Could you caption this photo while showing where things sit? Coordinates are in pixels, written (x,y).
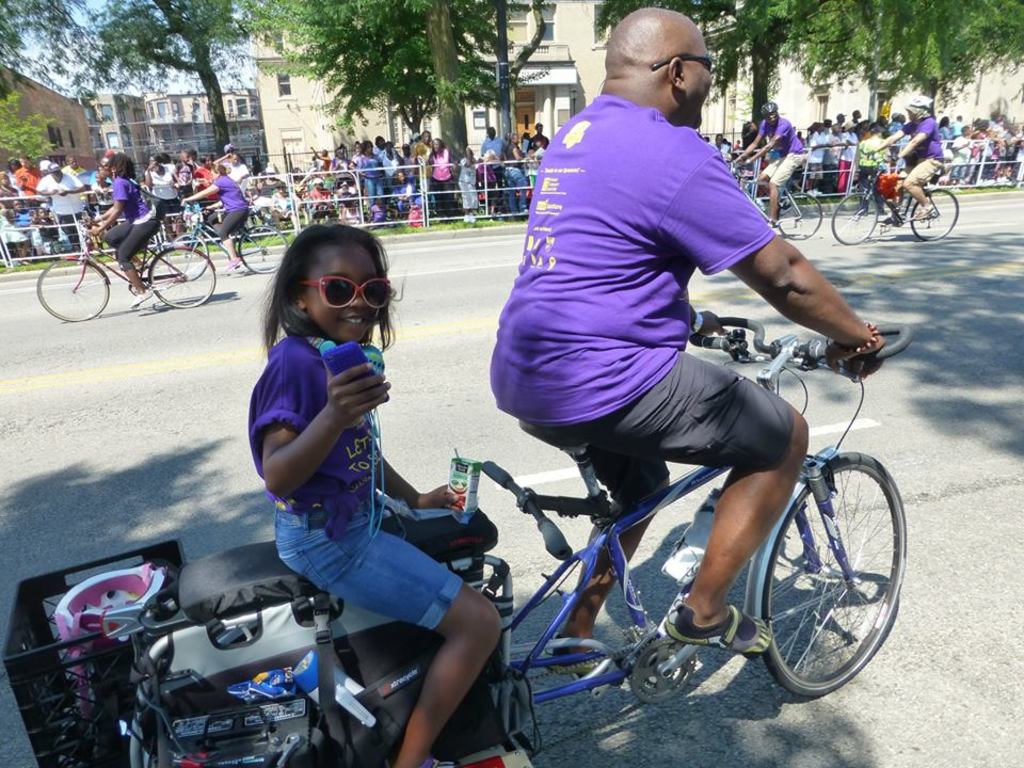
In this image people (671,270) are cycling on the road (223,327). At the back side (394,190) people (341,168) are standing by holding the metal rod (283,174). At the background (294,96) there are buildings (577,57), trees (351,38) and sky (248,72).
